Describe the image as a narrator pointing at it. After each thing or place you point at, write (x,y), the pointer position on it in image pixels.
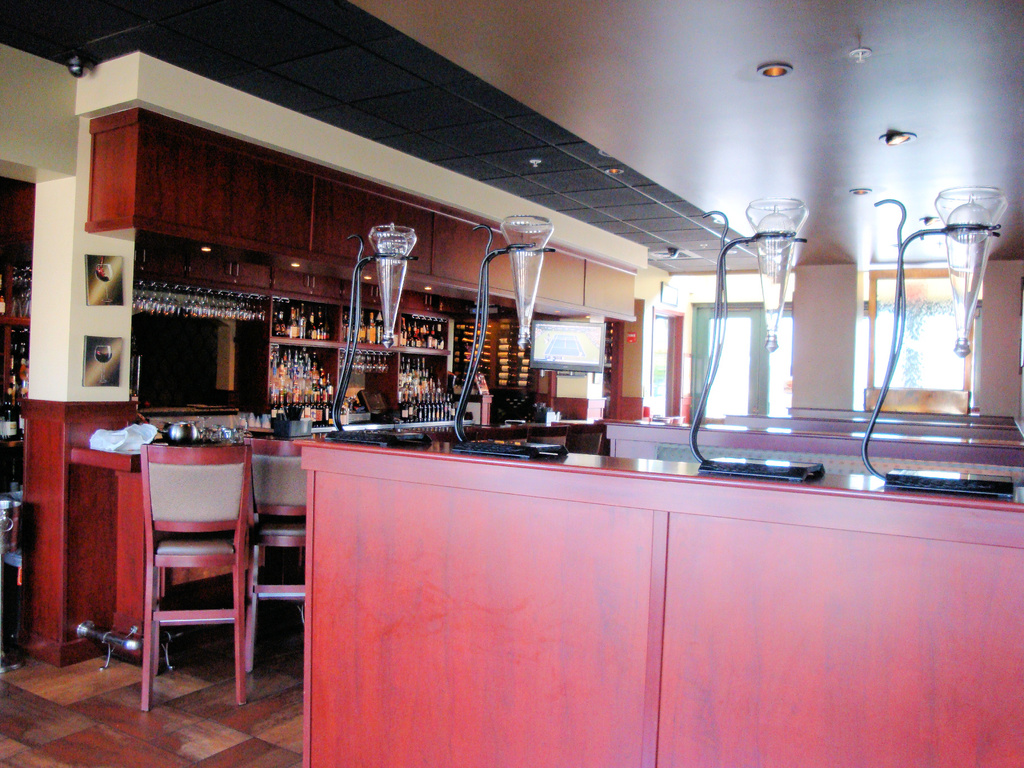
In this image I see a brown color counter top (623,560) on which there are stands (348,440) holding glasses (964,259) and I see the floor (189,687) and in the background (210,465) I see the chairs (223,549), bottles (362,327) over here and I see the lights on the ceiling (720,153) and I see the windows (743,319) over here.
